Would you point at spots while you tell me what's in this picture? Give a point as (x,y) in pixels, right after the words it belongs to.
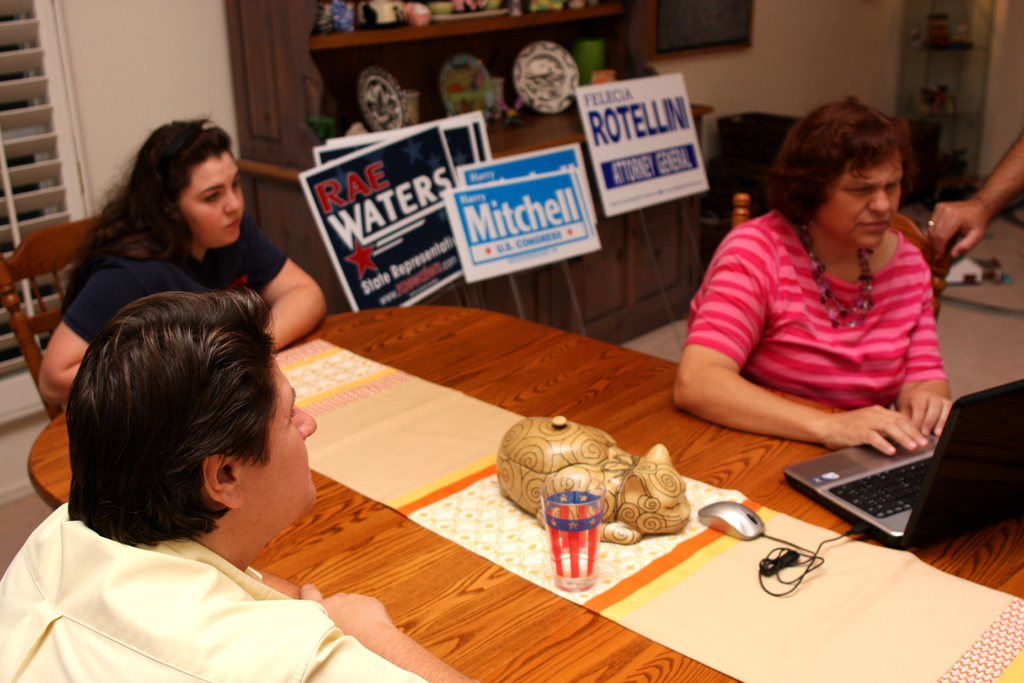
In this image there are three person (182,408) sitting on the chair (35,318). On the table (453,580) there is a glass (591,520), laptop (1005,424) and a mouse (708,512). At the background (535,224) there are boards (503,170) and a cupboard (308,52).
